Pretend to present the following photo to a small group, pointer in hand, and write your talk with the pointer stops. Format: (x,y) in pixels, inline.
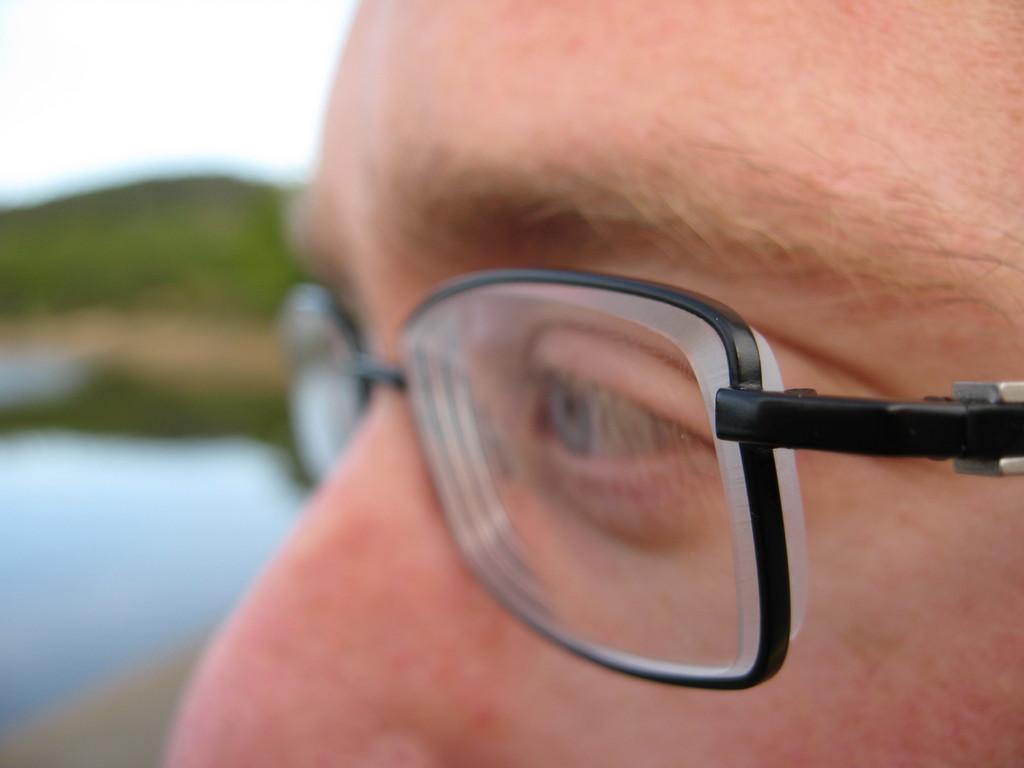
In this picture I can see a person (593,433) wearing spectacles (552,550).
